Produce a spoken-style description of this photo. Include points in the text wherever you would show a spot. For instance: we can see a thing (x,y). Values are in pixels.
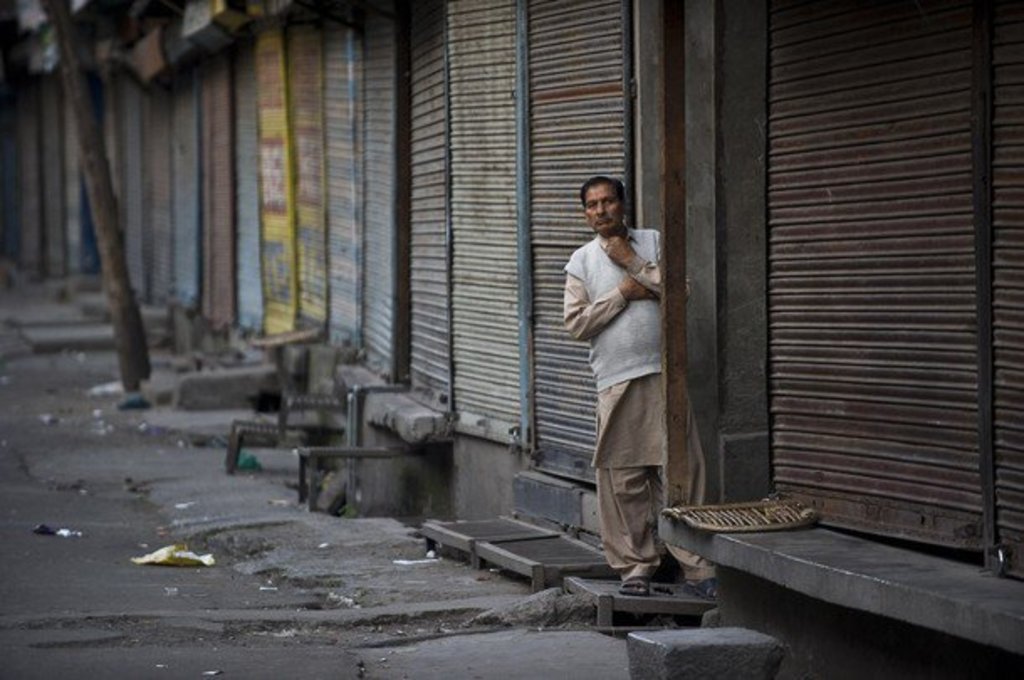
In this image, on the right side (695,486), we can see a man (611,210) standing on the bench (629,609). On the right side (835,186), we can see shutters (832,174). In the background (68,23), we can see a wooden trunk (135,379). At the bottom (121,591), we can see a road (121,591) with some covers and stones (772,638).
